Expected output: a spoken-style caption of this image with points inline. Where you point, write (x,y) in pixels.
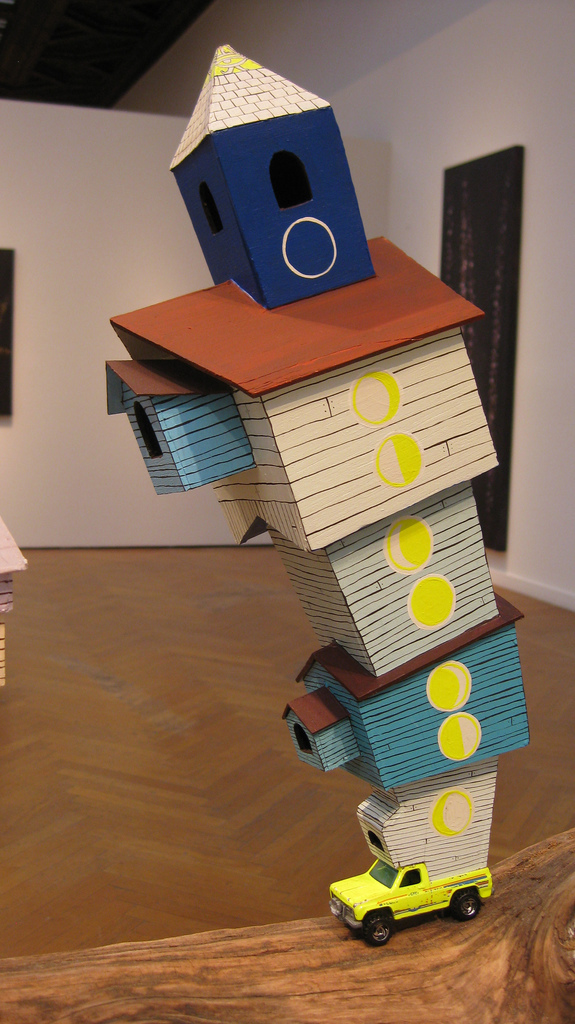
In this image I see a toy car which is of yellow in color and it is on a wooden log (528,887) and it is carrying a miniature houses (370,824) on top of it. In the background (36,152) I see a wall (127,107), which is cream in color.
